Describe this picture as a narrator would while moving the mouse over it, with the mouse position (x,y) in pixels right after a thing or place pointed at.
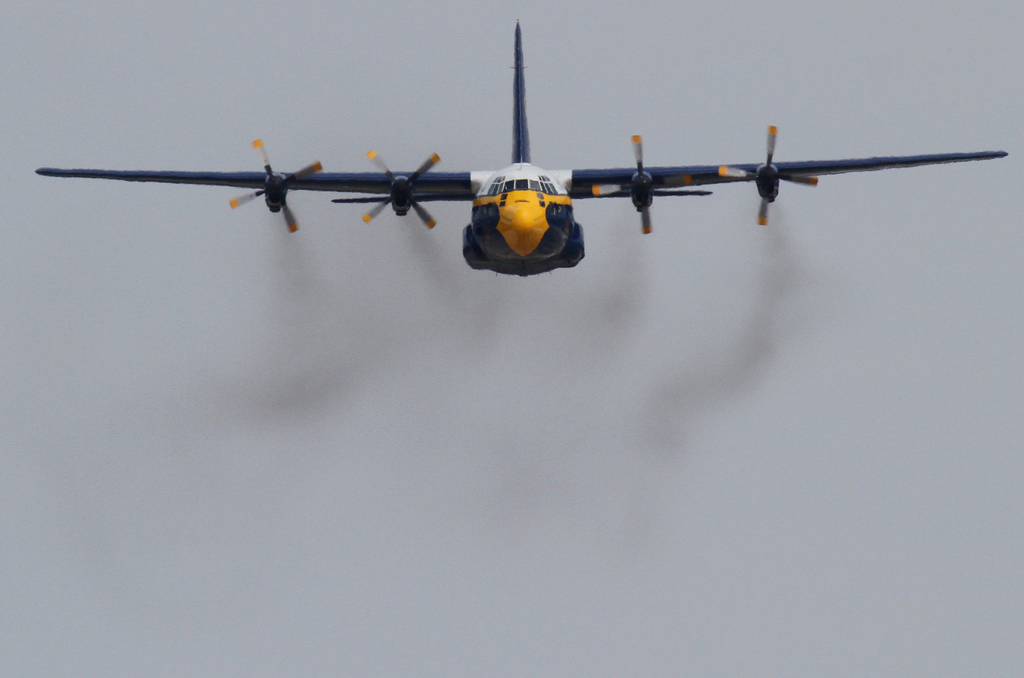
In this image I can see an aircraft (549,236) in the air (665,153). I can also see black smoke (285,274) under the aircraft (536,249).
